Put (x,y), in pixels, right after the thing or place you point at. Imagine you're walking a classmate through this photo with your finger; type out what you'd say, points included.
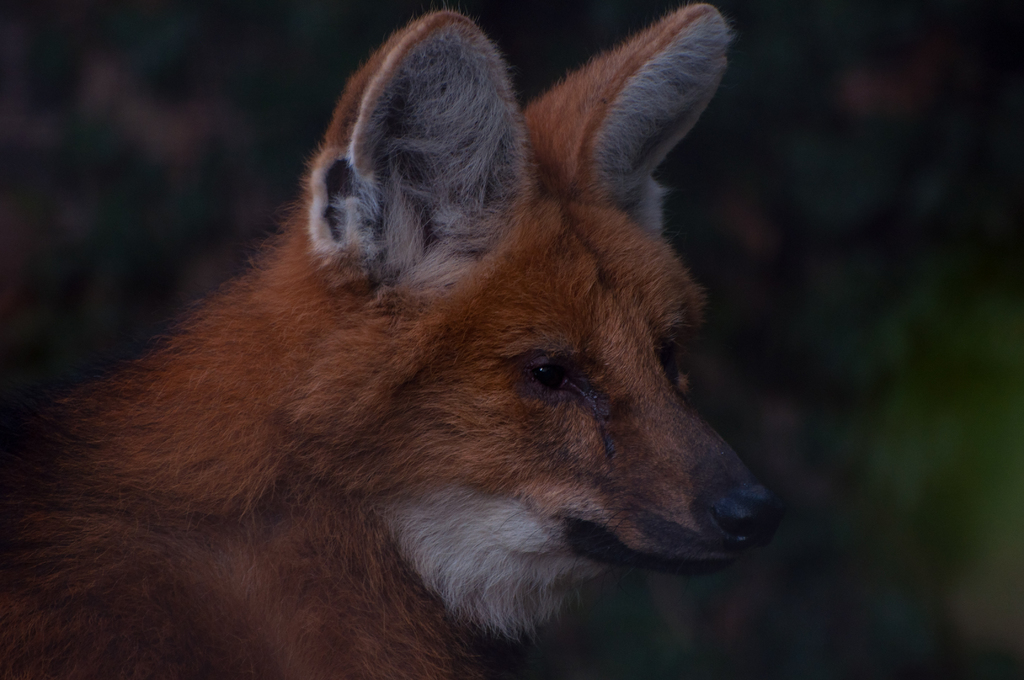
In this picture we can see a maned wolf (516,399) in the front (518,350), we can see a blurry background.
